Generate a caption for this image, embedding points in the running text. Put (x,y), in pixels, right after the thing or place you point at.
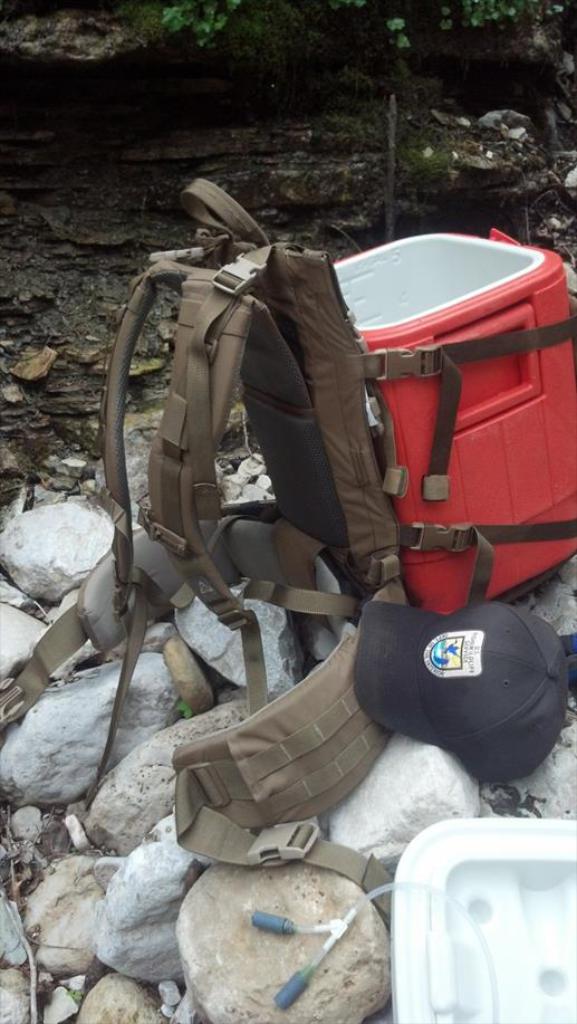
The photo consists of a bag (457,344), red box (484,480), a cap (478,707), stones (133,871).
